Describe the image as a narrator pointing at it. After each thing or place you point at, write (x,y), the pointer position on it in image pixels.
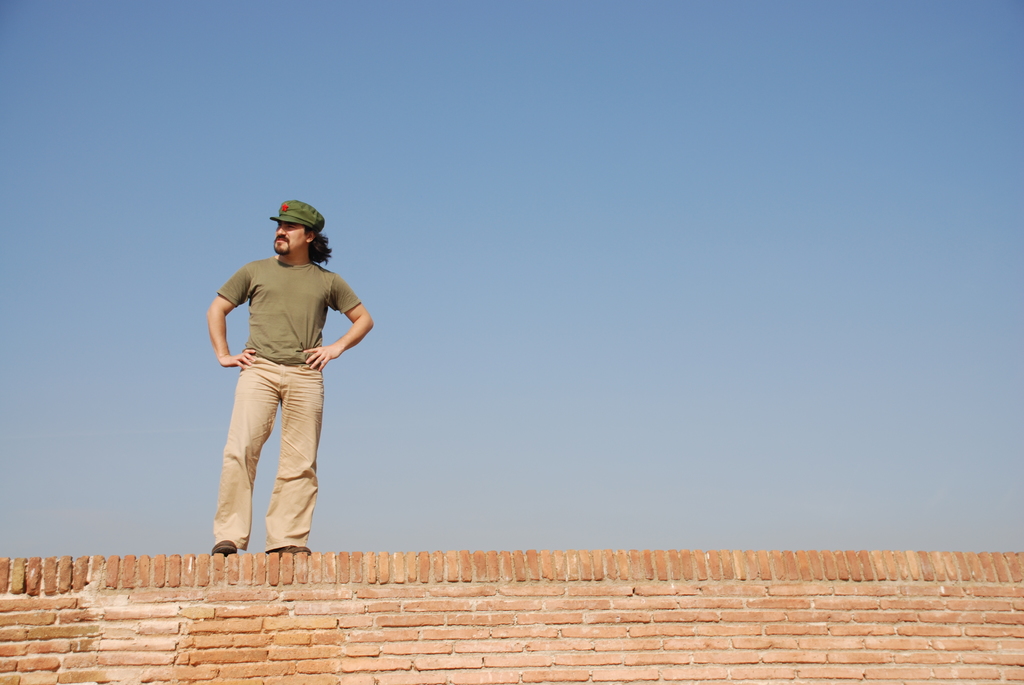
In this image we can see a man (294,341) is standing on the brick wall (434,601). He is wearing green color t-shirt (288,340), pant (297,381) and cap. Behind him blue color sky (613,218) is there.
